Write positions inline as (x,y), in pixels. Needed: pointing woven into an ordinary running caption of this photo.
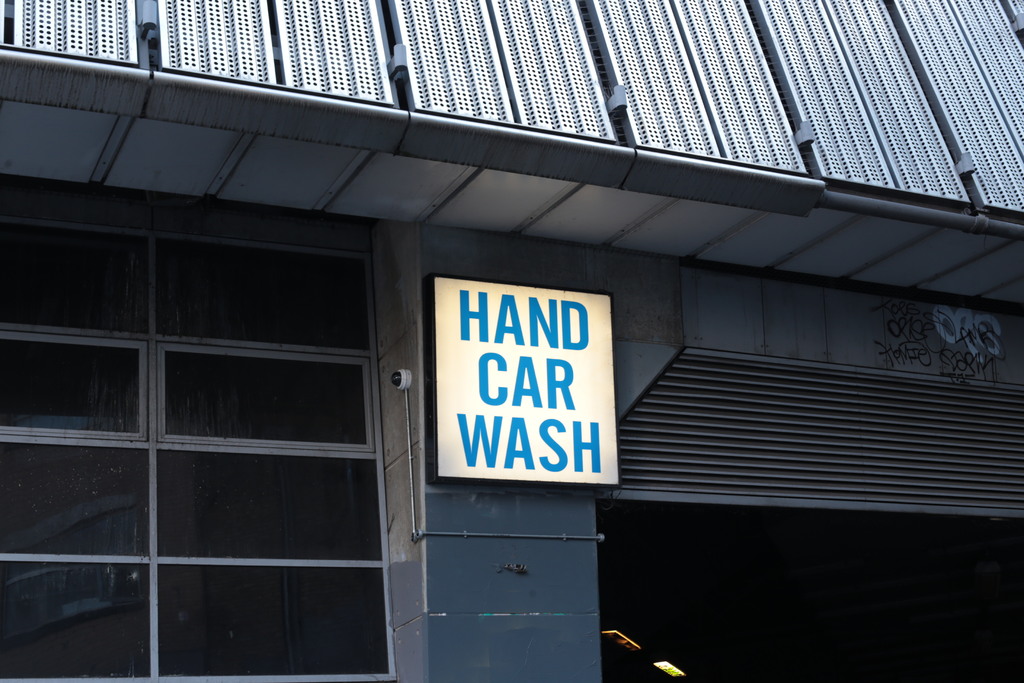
In this picture there is a building (549,640). In the center (560,382) there is a board (504,387), beside that there is a camera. On the right (918,429) there is a shelter (845,443). On the left (184,509) i can see the windows (233,434).
